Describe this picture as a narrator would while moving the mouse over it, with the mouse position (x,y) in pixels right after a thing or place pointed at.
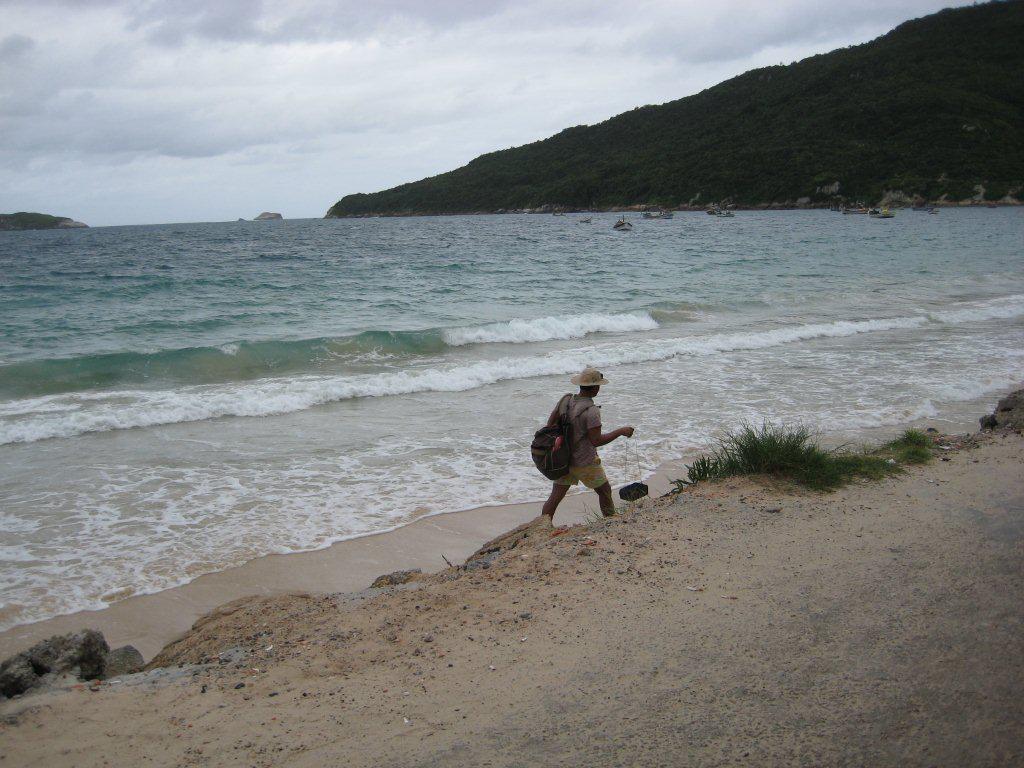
This image is taken at the beach (674,522). In this image we can see a person (583,413) wearing the hat (603,377) and also the bag (559,428). We can also see an object (637,485). We can see the sand (604,568), grass (784,469), hills (724,123), water (325,522) and also the cloudy sky (311,98). We can also see the boats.
